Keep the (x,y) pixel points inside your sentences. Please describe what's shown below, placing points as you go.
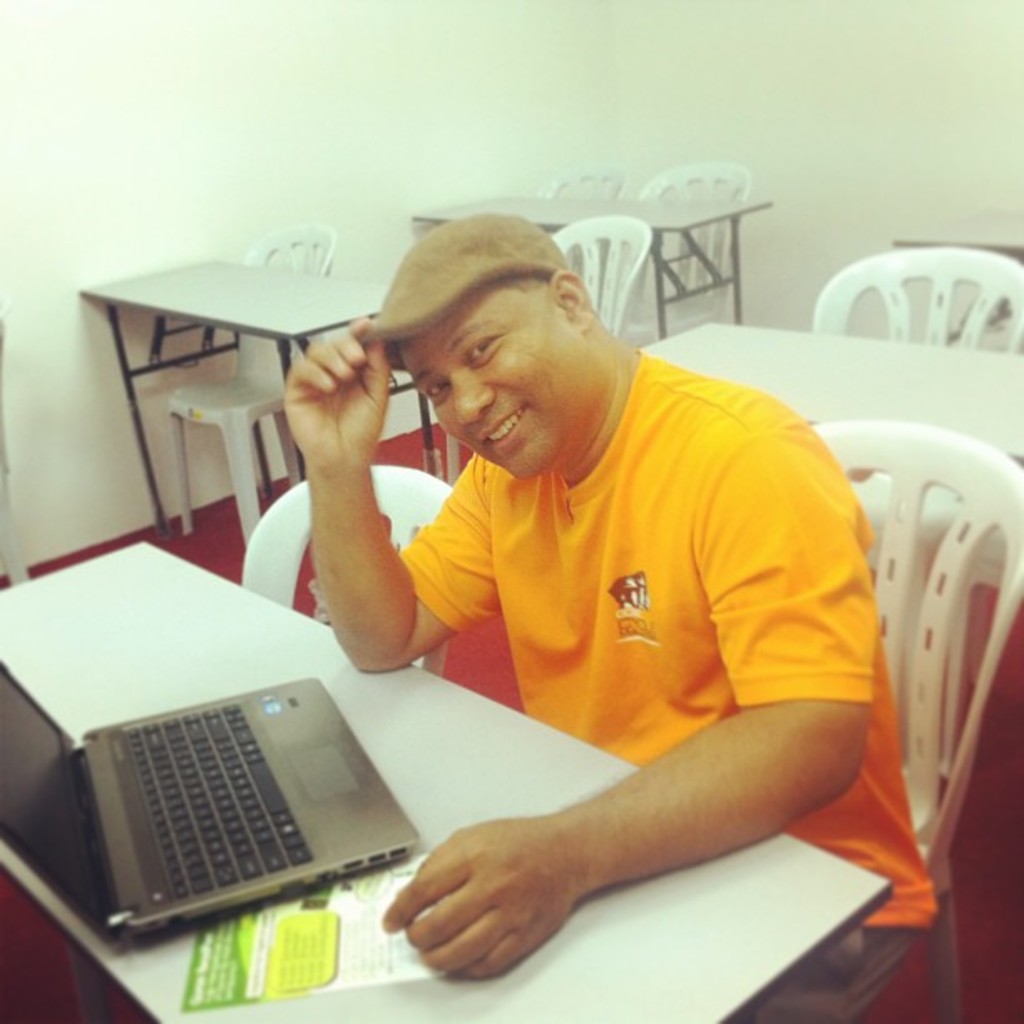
In this image there are chairs (947,620), table (295,318), wall (872,93), person (629,478) and objects (210,701). On the table (281,634) there is a laptop (297,842) and poster (250,967). A person (709,477) is sitting on a chair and holding his cap (453,259).
